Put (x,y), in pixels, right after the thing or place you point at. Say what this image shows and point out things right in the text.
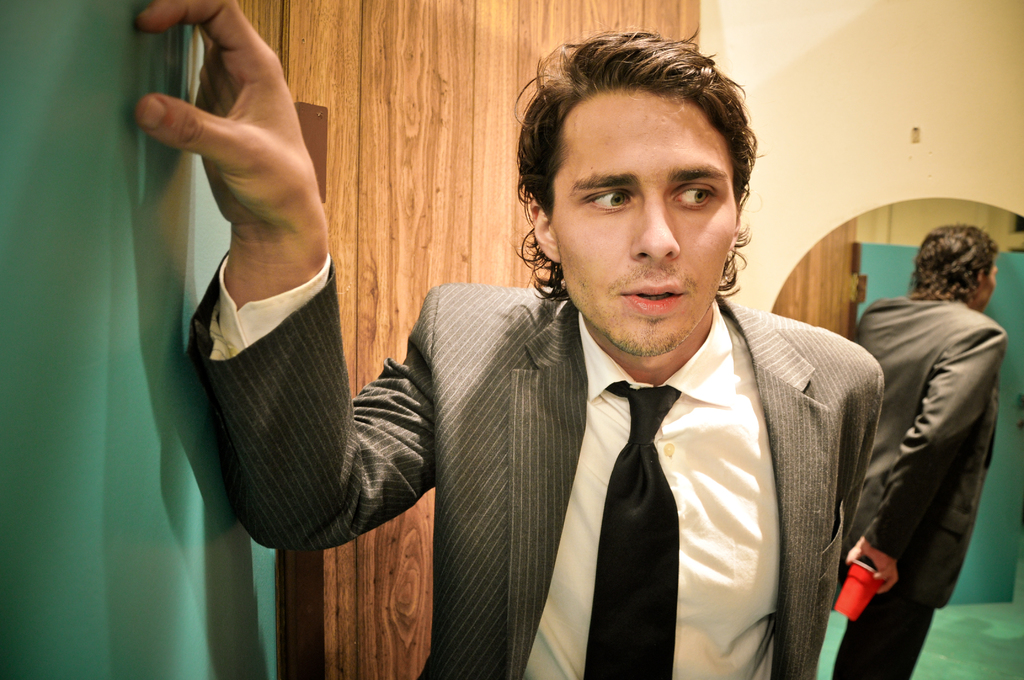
There is a man (535,365) standing, behind this man (315,326) we can see wooden surface (454,143). In the background (938,93) we can see wall (903,193) and mirror (892,219), in this mirror (949,323) we can see a person (957,509) standing and holding a glass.
